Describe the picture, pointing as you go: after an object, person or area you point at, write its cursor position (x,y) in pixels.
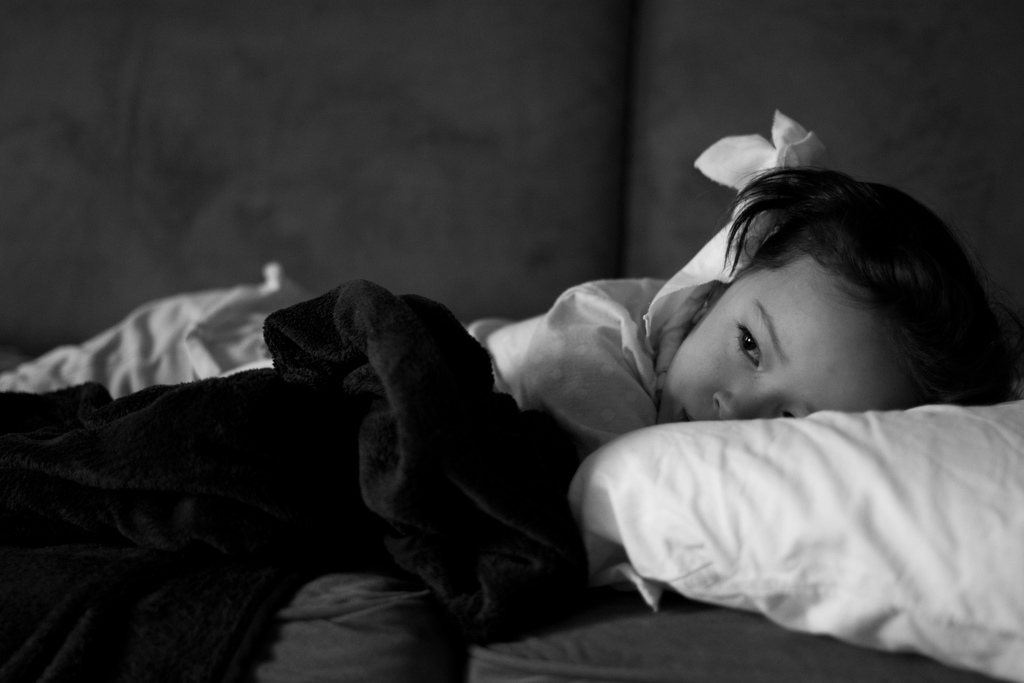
It is a black and white image. In this image there is a girl (586,409) laying on the bed (624,616). There is a pillow (839,598) on the bed (805,642).
